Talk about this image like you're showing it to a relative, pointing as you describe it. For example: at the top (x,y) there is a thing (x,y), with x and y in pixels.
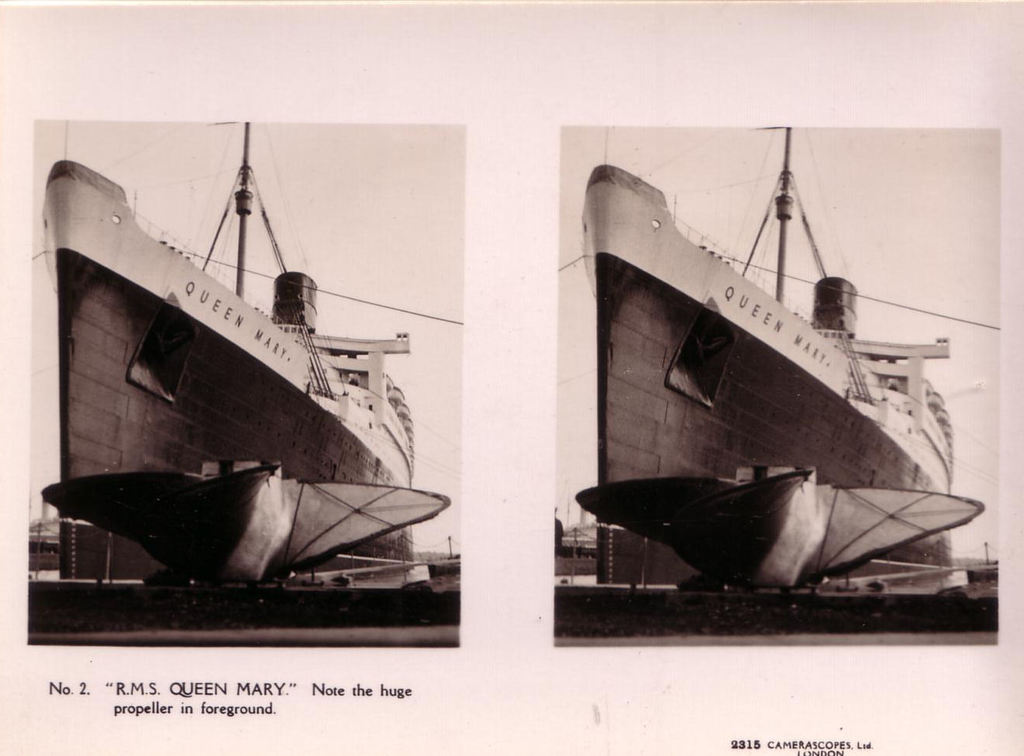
In this image we can see two black and white pictures (873,384). In which we can see a ship (744,317) with pole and cables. In the foreground (338,522) we can see a metal object (288,524) placed on the ground (283,593). In the background (267,262), we can see the sky (357,187). At the bottom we can see some text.
